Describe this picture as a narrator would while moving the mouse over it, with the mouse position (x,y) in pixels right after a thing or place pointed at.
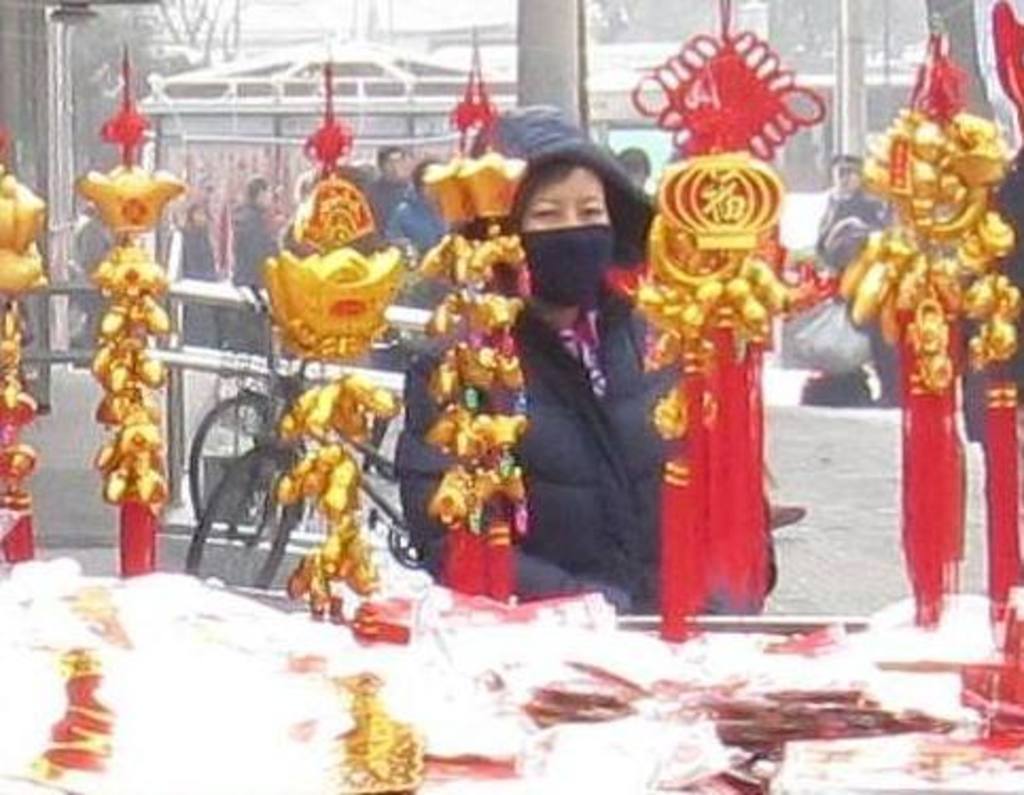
In the image we can see some hangings (1010,86). Behind the hangings (1007,528) there is a bicycle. At the bottom of the image (643,683) there is a table (327,683), on the table (169,683) there are some products (494,661).
